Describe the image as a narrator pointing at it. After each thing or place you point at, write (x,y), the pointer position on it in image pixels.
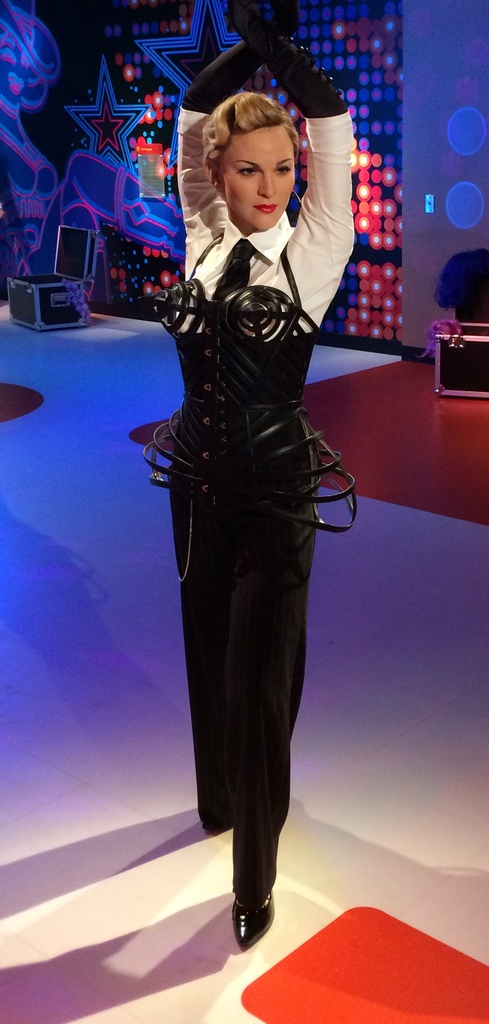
In this image there is a lady (272,582) standing on the floor (309,849) and there are few objects (458,345) placed behind her. In the background (83,84) there is a wall (137,63).
